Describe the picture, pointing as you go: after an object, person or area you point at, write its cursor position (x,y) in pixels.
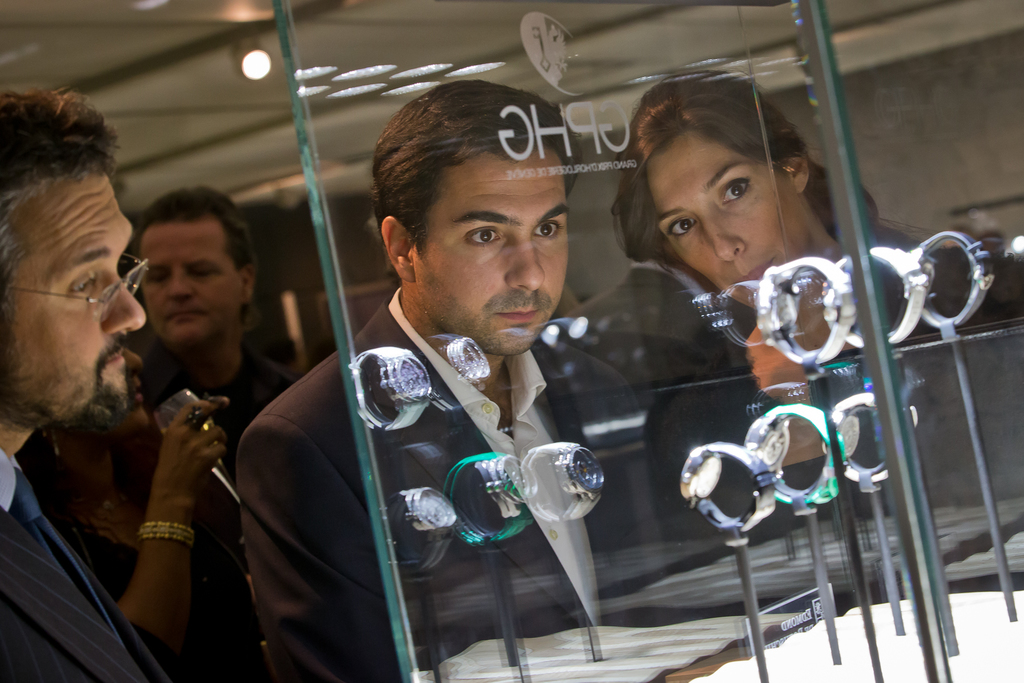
In this picture, there is a glass (662,338) towards the right (748,476). In the glass (653,374), there are watches (757,302) placed on the poles (877,496). Through the glass (748,277), we can see the man (522,243) and a woman (701,209). Man (465,450) is wearing a blazer (305,460). Towards the left (23,427), there are people (184,304). On the top (354,79), there is a ceiling (318,49) with lights (315,90).
